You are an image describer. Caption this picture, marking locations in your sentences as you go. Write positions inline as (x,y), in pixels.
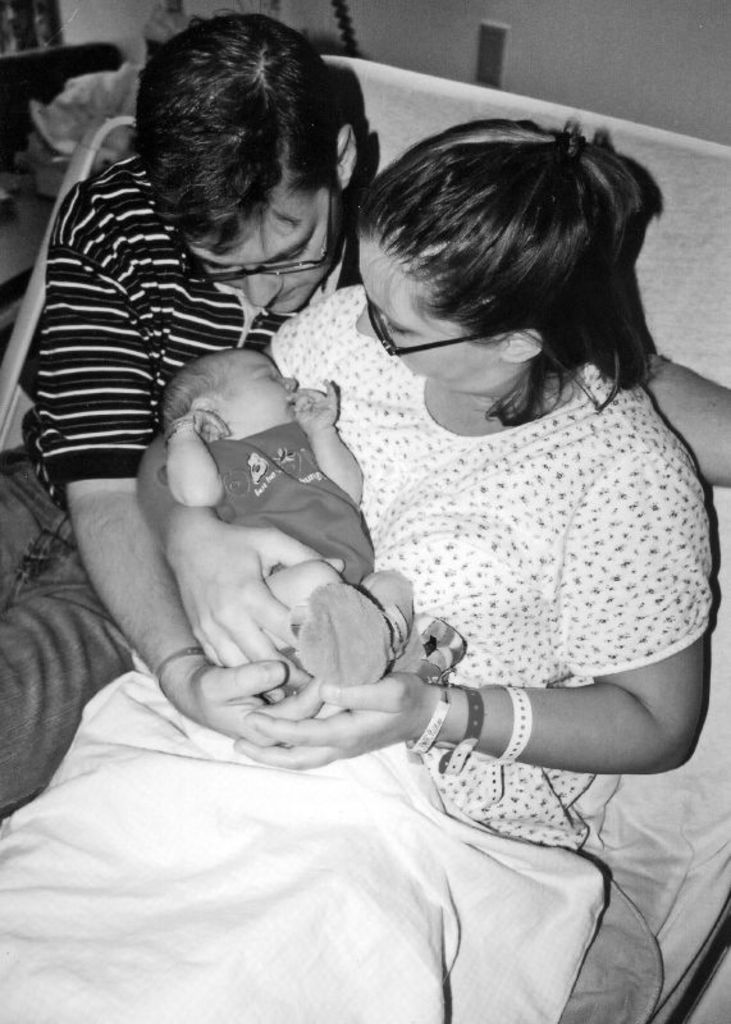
In this picture we can see a man (204,336), a woman (492,403) and a baby (315,513) here, there is a bed sheet (516,950) here, in the background (665,81) there is a wall (631,67).
